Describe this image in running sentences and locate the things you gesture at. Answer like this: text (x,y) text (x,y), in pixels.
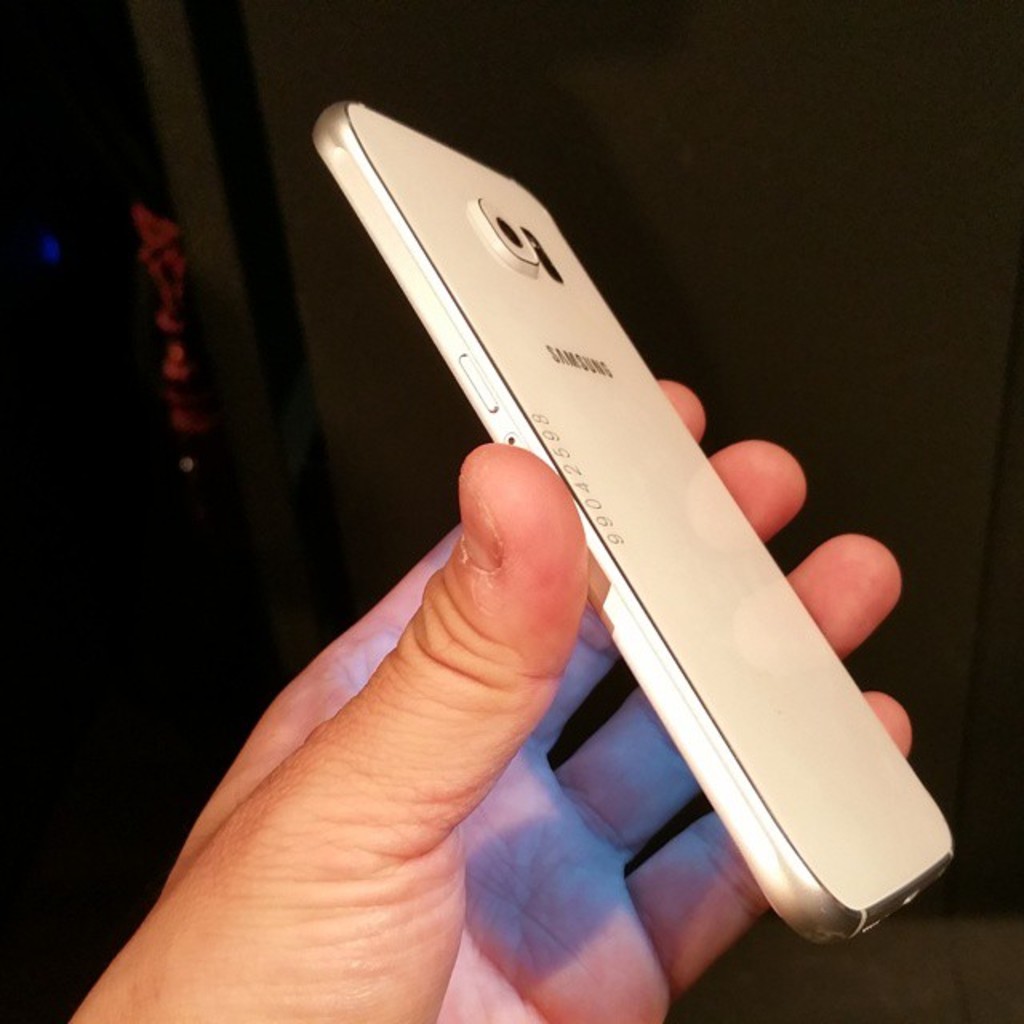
There is a mobile phone (658,566), a person (540,659) is holding the phone (585,532) in his hand (725,884) and it is of white color.
